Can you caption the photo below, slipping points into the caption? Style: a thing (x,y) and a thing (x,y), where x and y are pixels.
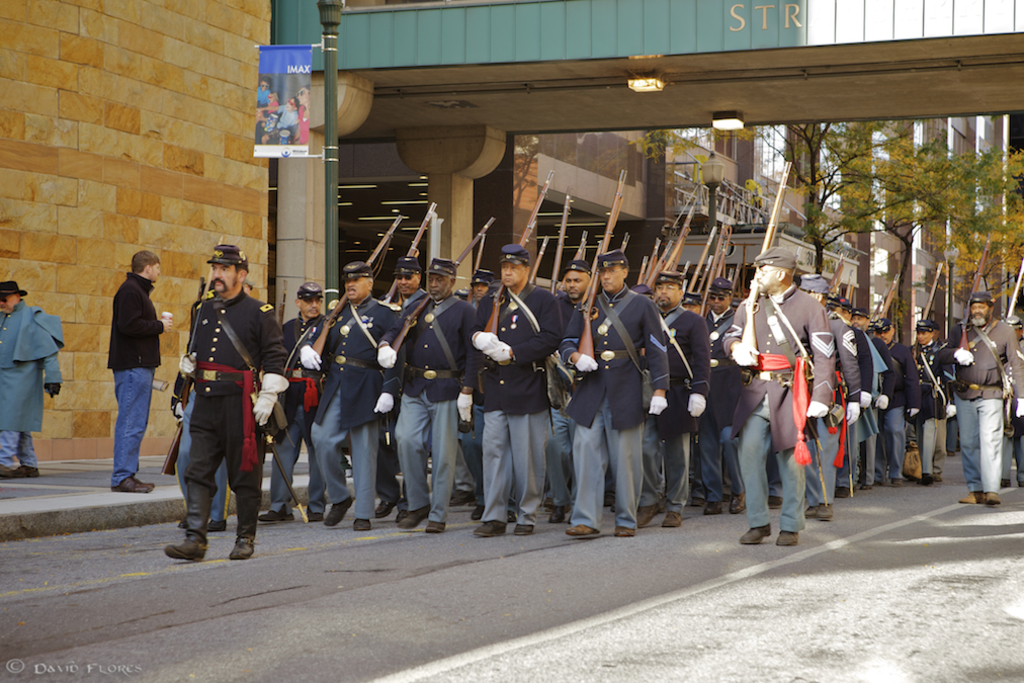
In this picture we can see a group of people (521,368) on the road (472,588), some people (507,366) are holding guns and in the background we can see a building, poles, poster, trees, lights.
